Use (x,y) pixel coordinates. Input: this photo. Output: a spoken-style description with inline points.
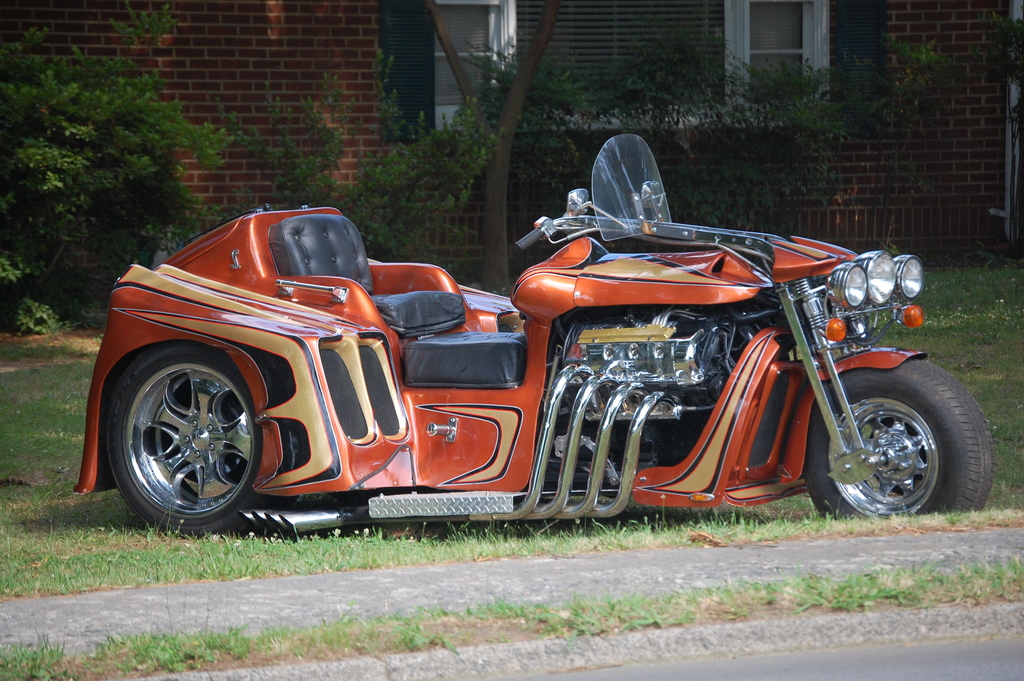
In this image there is a vehicle (701,486) parked, behind the vehicle (500,500) there are trees (681,133) and a building (859,249).
